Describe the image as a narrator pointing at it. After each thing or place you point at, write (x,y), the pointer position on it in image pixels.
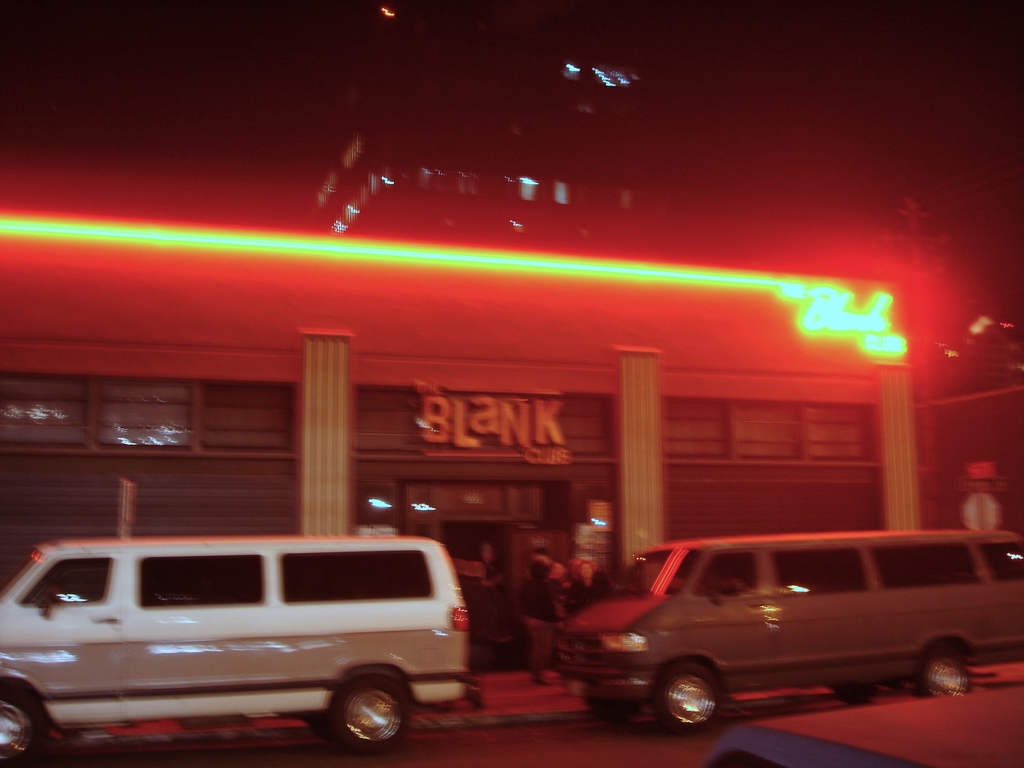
At the bottom of the picture (588,640) there are vehicles (868,652) and road (499,734). In the middle of the picture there are people (532,566) walking on the footpath (515,683). In the background (593,385) we can see buildings (429,278), light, text (482,422) and sky (168,70).
